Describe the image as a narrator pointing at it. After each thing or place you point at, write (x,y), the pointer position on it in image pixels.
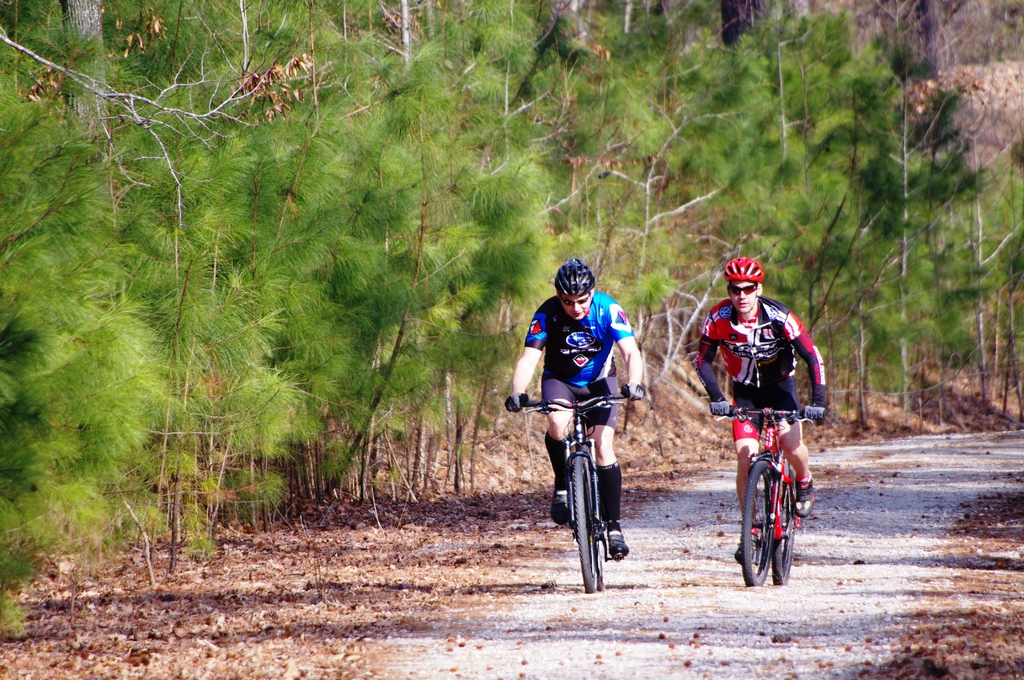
In this image two persons (720,333) wearing helmets (570,267) are riding bikes (577,500) on a path (558,539). In the background (448,389) there are trees (463,173). On the ground (303,525) there are dried leaves (226,596).
